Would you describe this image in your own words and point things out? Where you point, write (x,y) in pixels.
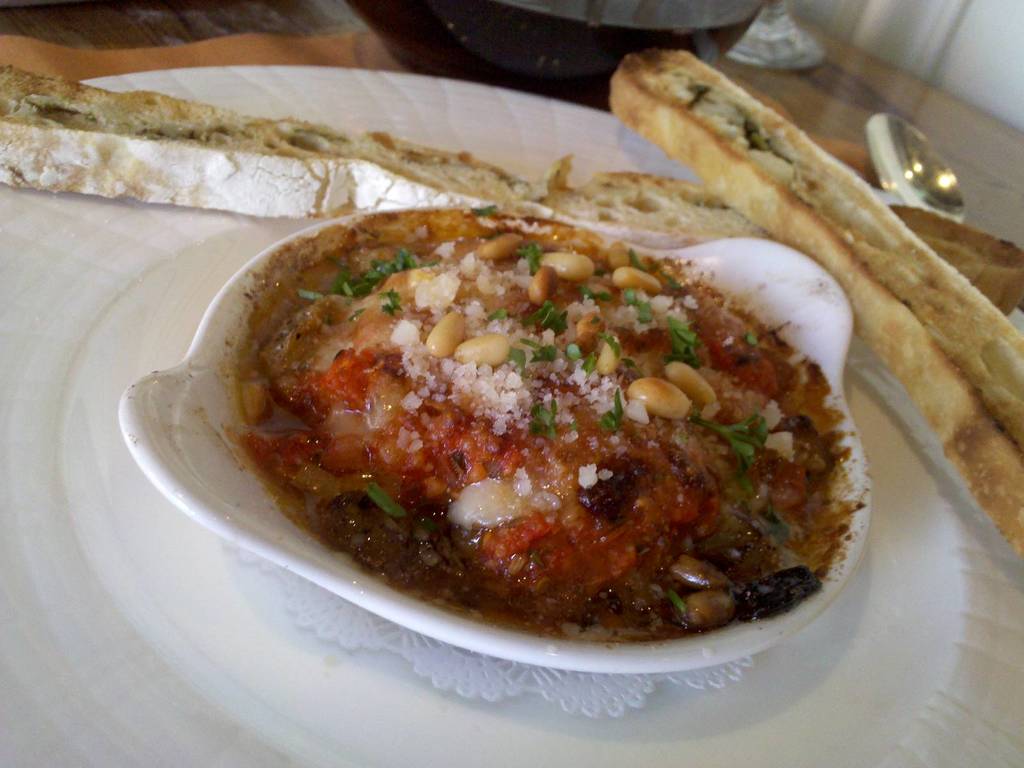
In this picture we can see a tray (338,106) on a wooden surface (118,11). There is a mat (350,630) visible on the tray (166,516). We can see some food items (493,567) in a bowl (799,307). This bowl (186,430) is visible on the mat (564,683). We can see some objects (946,168) on top of the picture (775,0).
